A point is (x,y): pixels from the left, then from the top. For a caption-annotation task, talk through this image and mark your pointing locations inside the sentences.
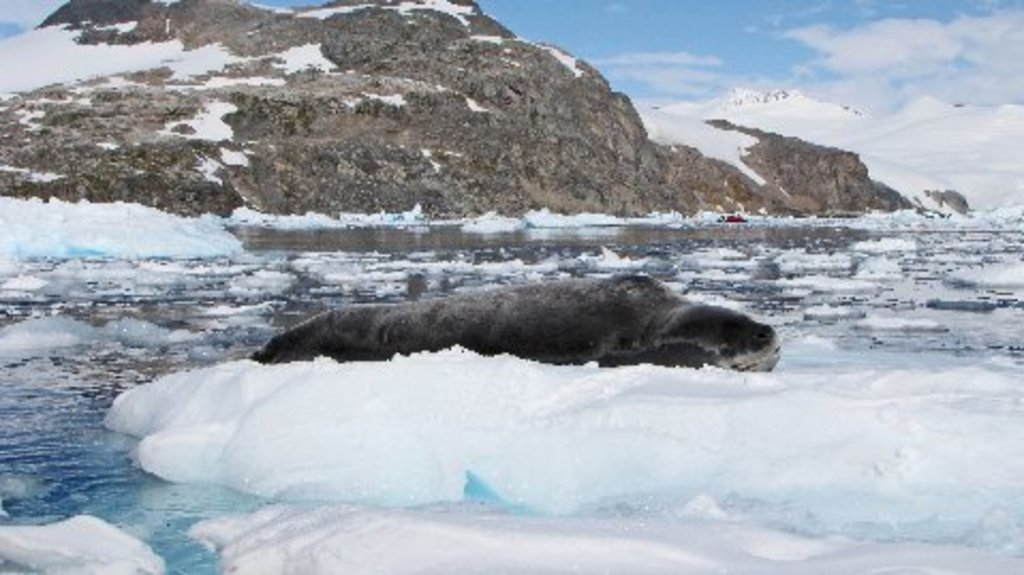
At the bottom of the image (728,566) we can see some ice (381,281) and water (143,297). At the top of the image (894,178) there are some hills (873,161) and clouds (923,50) and sky (637,66).
